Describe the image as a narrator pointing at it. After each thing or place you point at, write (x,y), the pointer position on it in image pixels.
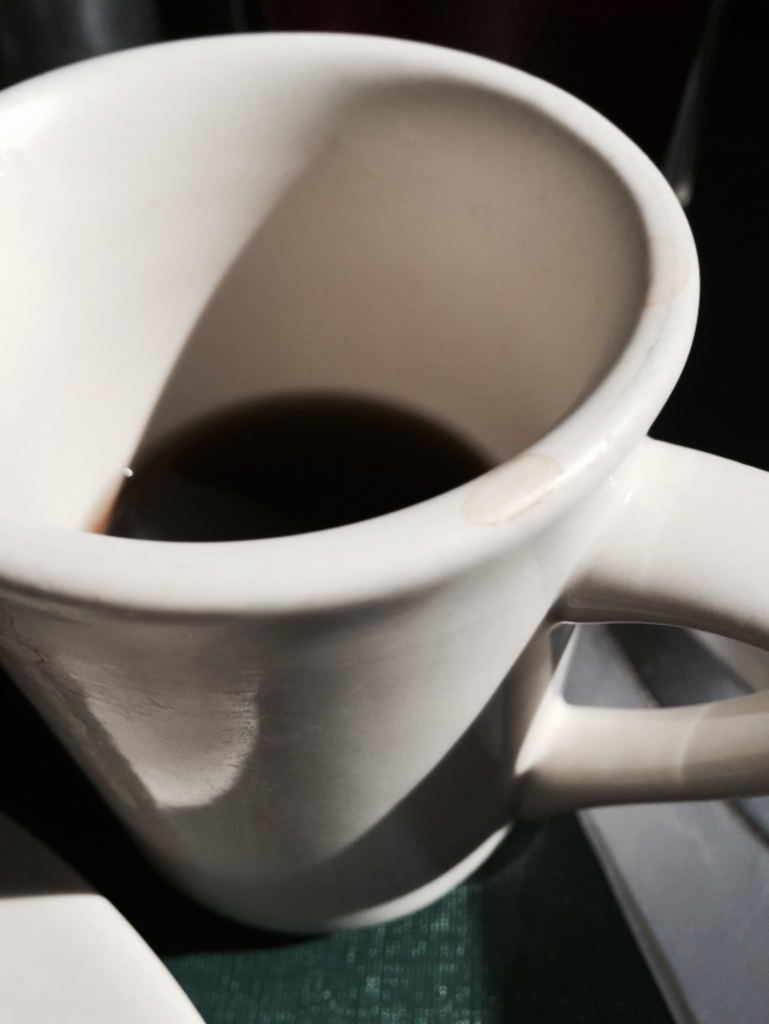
In this image I can see there is a white color cup (628,402) with liquid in it.
